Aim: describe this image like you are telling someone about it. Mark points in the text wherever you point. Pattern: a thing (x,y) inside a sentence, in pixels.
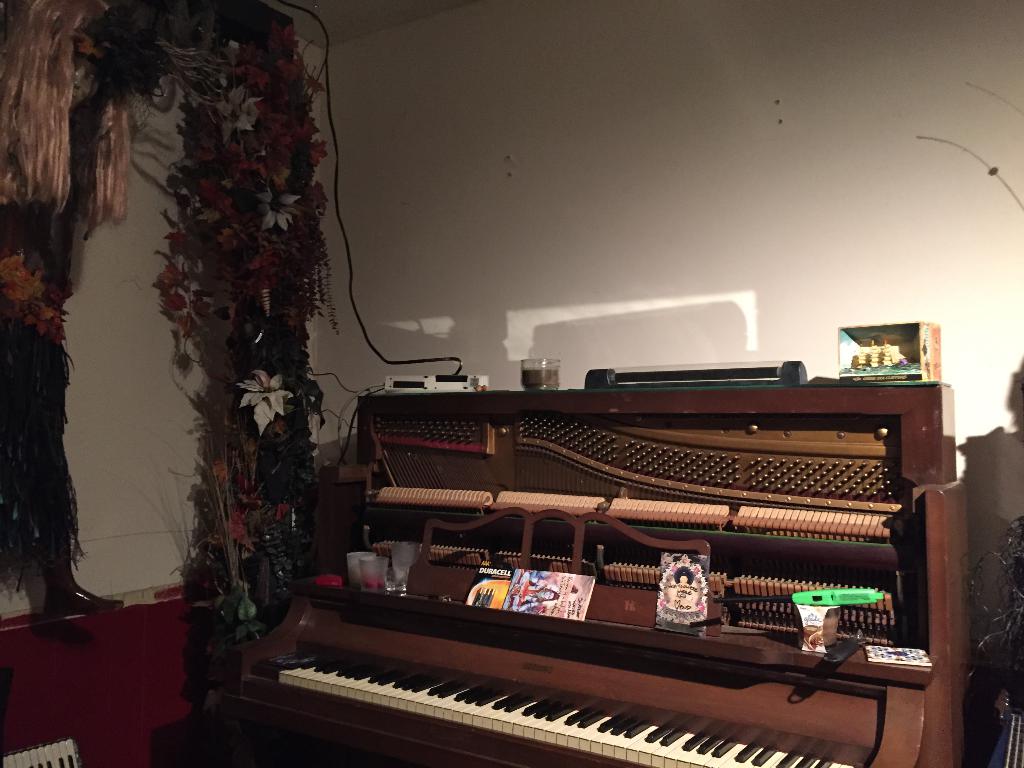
In this image I can see a piano (609,610) and some of the objects (680,613) are on the piano (529,536). At the left (172,187) there are some decorating flowers (190,305). In back of piano (603,395) there is a wall (627,221).
